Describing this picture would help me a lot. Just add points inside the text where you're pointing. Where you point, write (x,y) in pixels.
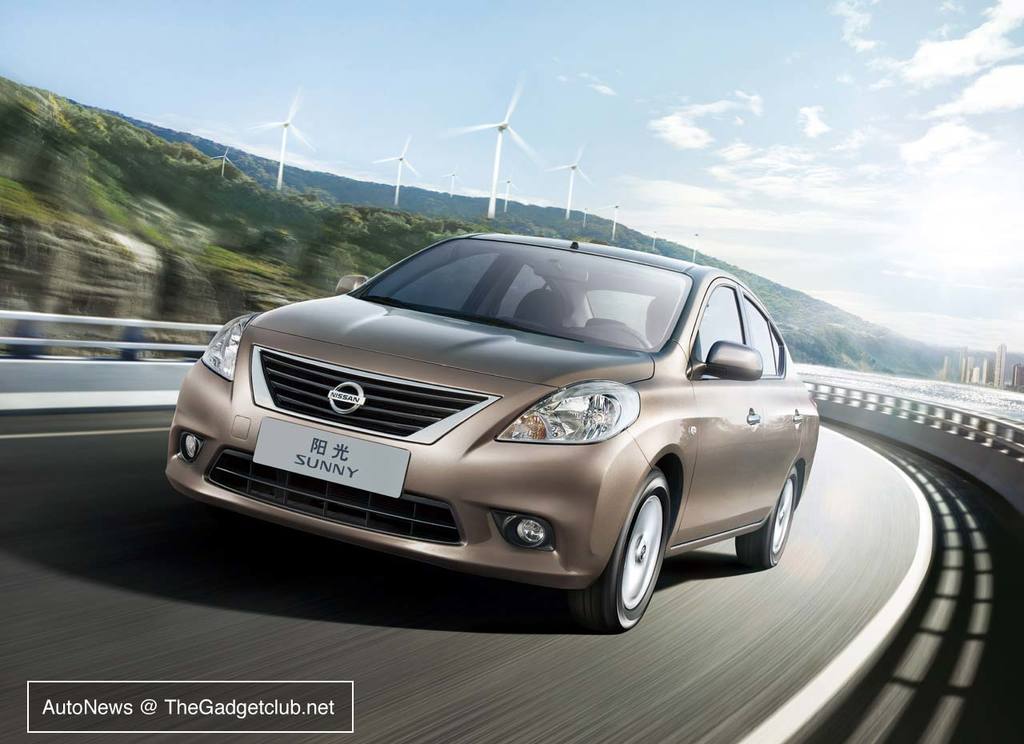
In this image we can see a car (509,375) is moving on the road (321,667), behind the car (453,365) forest (307,194) is there and turbines (559,166) are present. The sky (683,85) is in blue color with some clouds (896,206).
